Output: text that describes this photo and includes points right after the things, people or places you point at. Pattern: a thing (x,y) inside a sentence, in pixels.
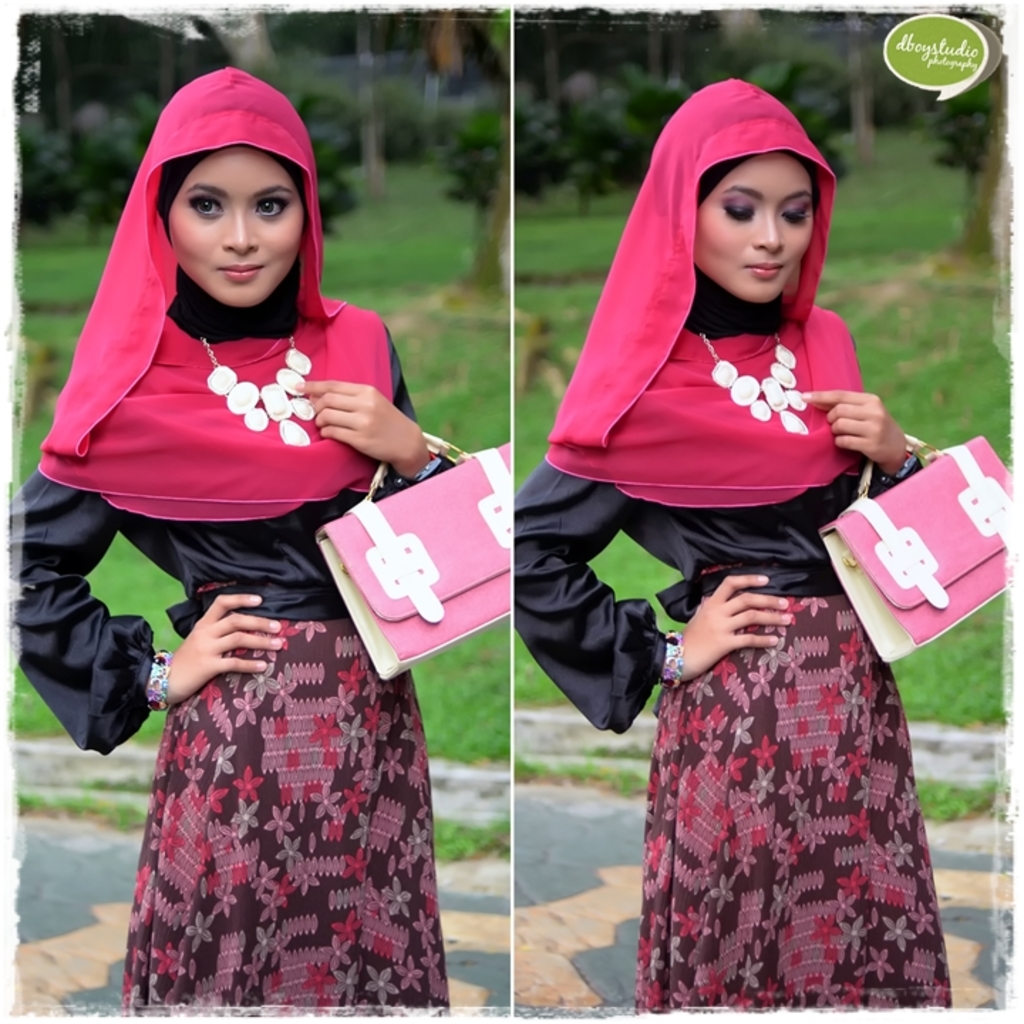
This is a collage image, and here we can see a girl (681,656) holding bag (372,525) in her hand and in the background (166,100), there are trees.
